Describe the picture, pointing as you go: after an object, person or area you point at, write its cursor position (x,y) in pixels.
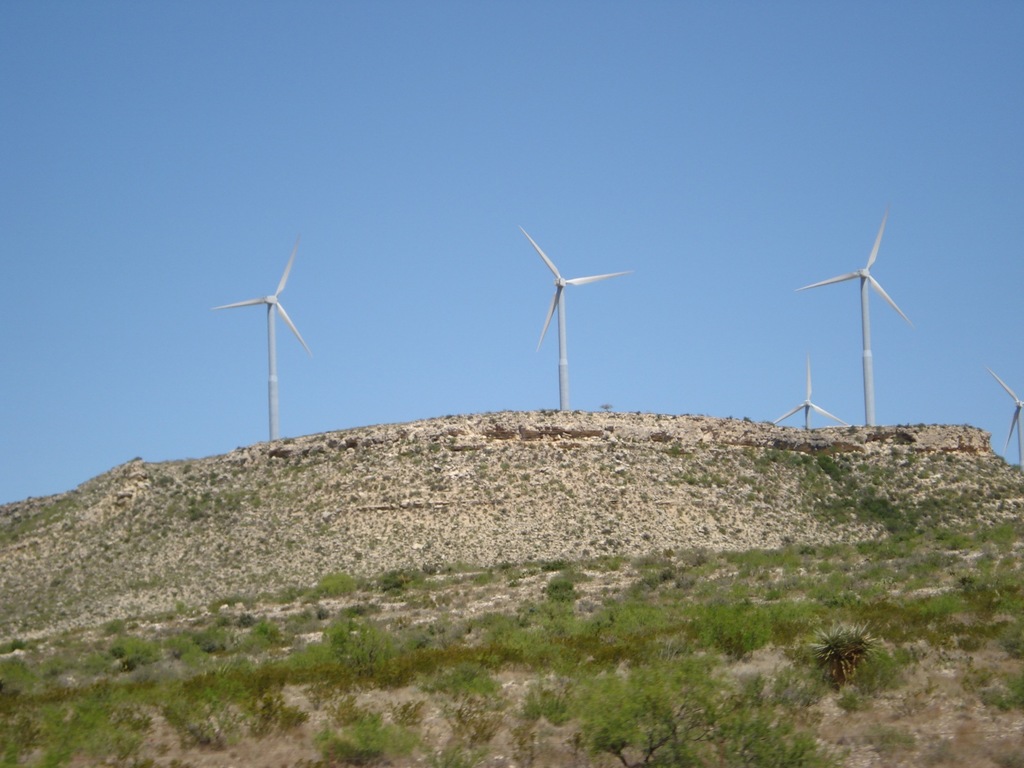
In this picture we can see grass (471,645) at the bottom (797,640), in the background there are wind turbines (1022,405), we can see the sky (504,110) at the top of the picture (532,75).
